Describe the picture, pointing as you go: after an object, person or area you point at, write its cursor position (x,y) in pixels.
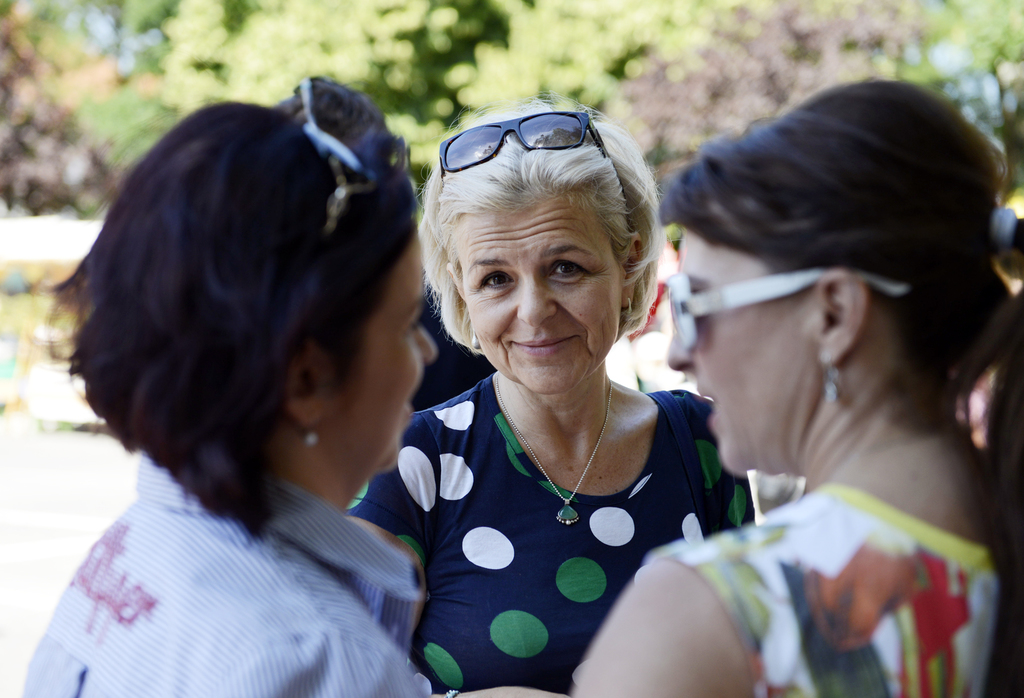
In this image we can see three women (483,503). One is wearing shirt (257,594), the other one is wearing blue color t-shirt (551,621) and the third one is wearing white and yellow color dress (874,623). Behind the woman (854,630) trees (863,16) are there.
